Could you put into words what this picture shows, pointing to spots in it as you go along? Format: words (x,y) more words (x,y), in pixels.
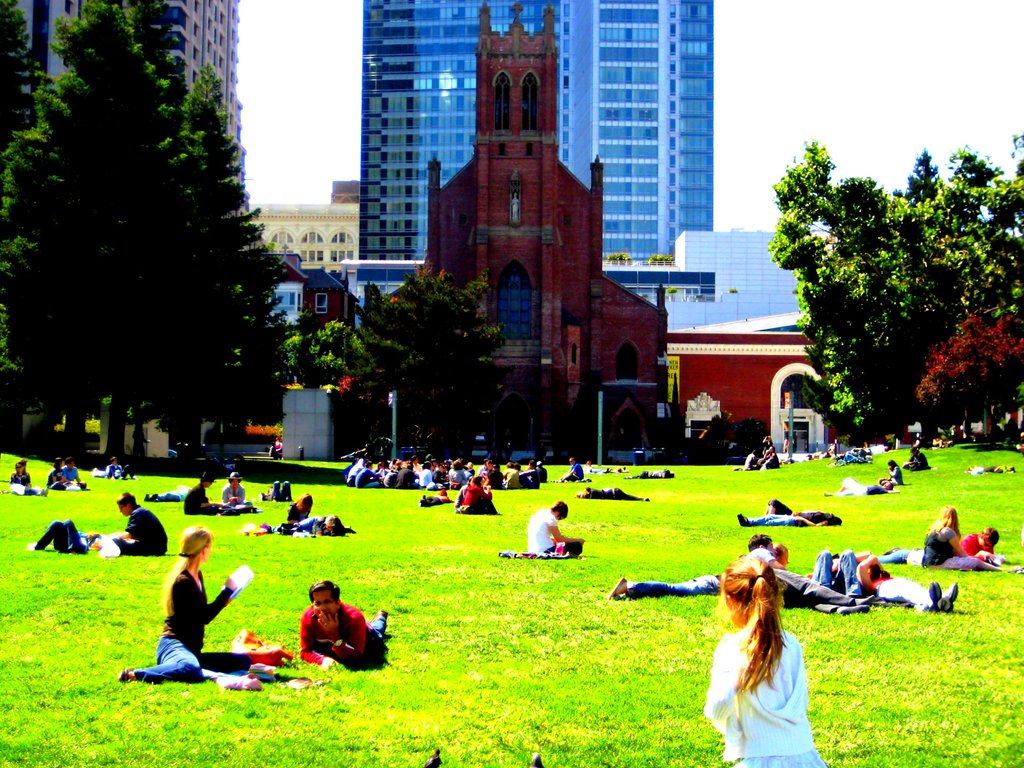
In the background (566,49) we can see the buildings (687,68), windows (406,82), trees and the church (532,331). In this picture we can see the boards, poles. We can see the people (828,455). Few are sitting and few are resting on the green grass (397,491). At the bottom portion of the picture (739,724) we can see a girl (760,687). We can see a woman (160,645) and she is holding a book (243,582), reading it.
